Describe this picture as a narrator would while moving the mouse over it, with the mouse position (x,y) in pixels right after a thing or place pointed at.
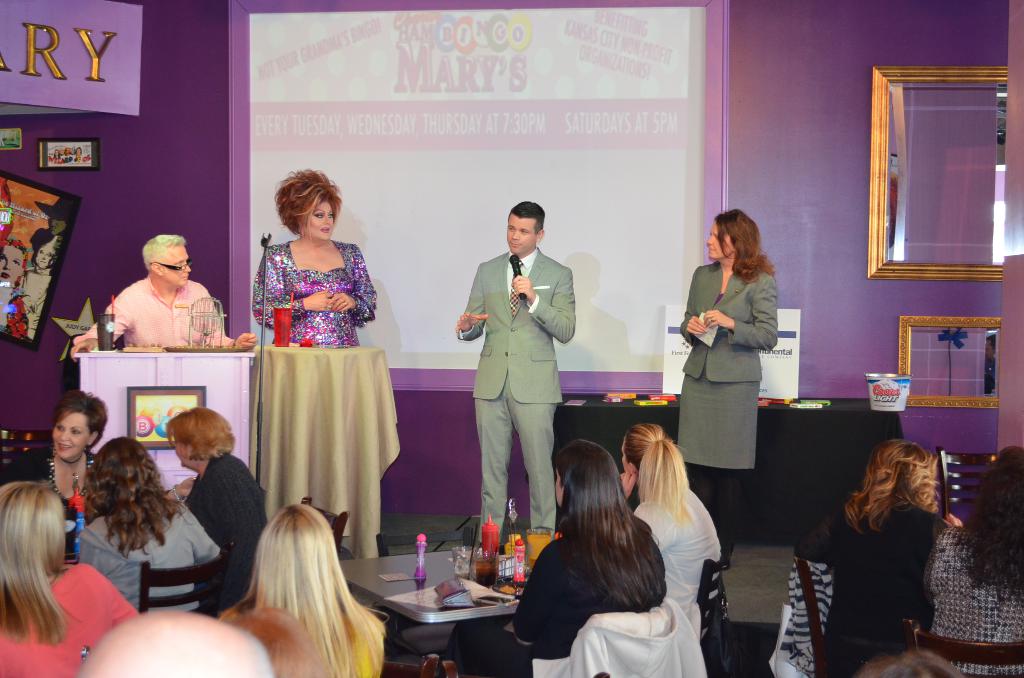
In this picture we can see some people (302,584) sitting on chairs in front of tables (427,588), there are four persons (512,305) standing here, a man (519,290) in the middle (523,313) is holding a microphone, in the background (829,174) we can see a wall (804,160), there is a photo frame (59,225) here, we can see a projector screen (589,114) here, there is a cloth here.
